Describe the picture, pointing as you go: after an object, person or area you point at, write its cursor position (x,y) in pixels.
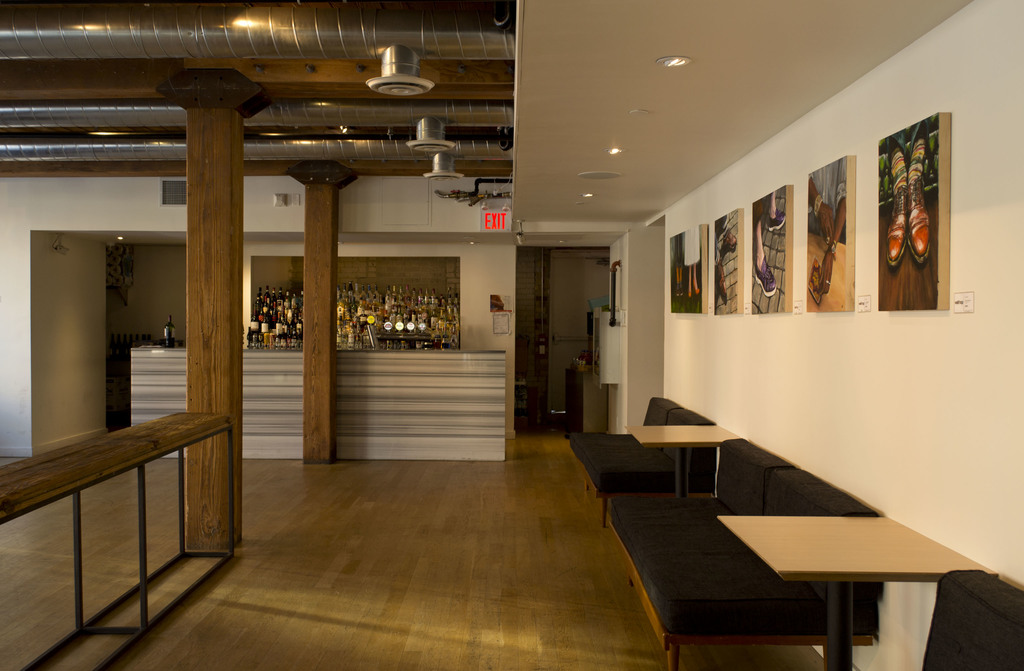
In this image there are tables (851,561), there are sofas (610,450), there are pillars (202,354), there is a bench (113,454), there are group of bottles (406,306), there are photo frames (895,225), there is a wall (828,392), there is light (617,151), there is an exit board (491,220).
